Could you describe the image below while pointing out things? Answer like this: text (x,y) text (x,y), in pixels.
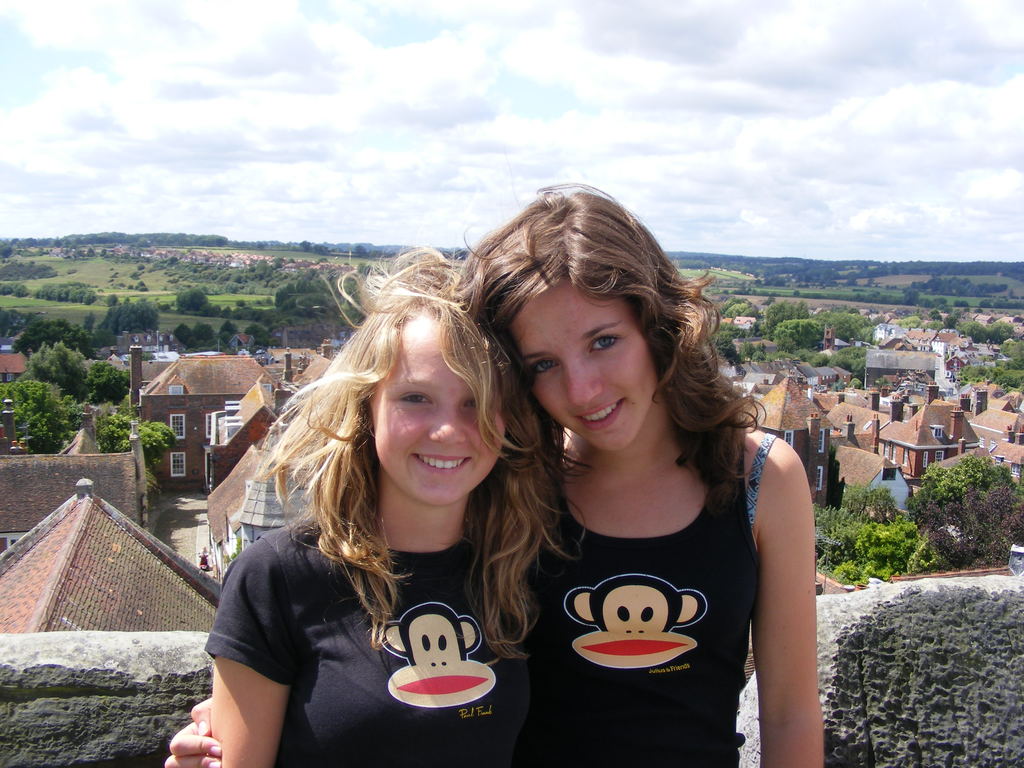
This is an outside view. Here I can see two women (393,632) wearing t-shirts (322,633), smiling and giving pose for the picture. At the back of these people (678,723) I can see a wall (941,658). In the background (149,500) there are many buildings (196,402) and trees (59,380). At the top of the image (442,98) I can see the sky (510,88) and clouds (422,137).
